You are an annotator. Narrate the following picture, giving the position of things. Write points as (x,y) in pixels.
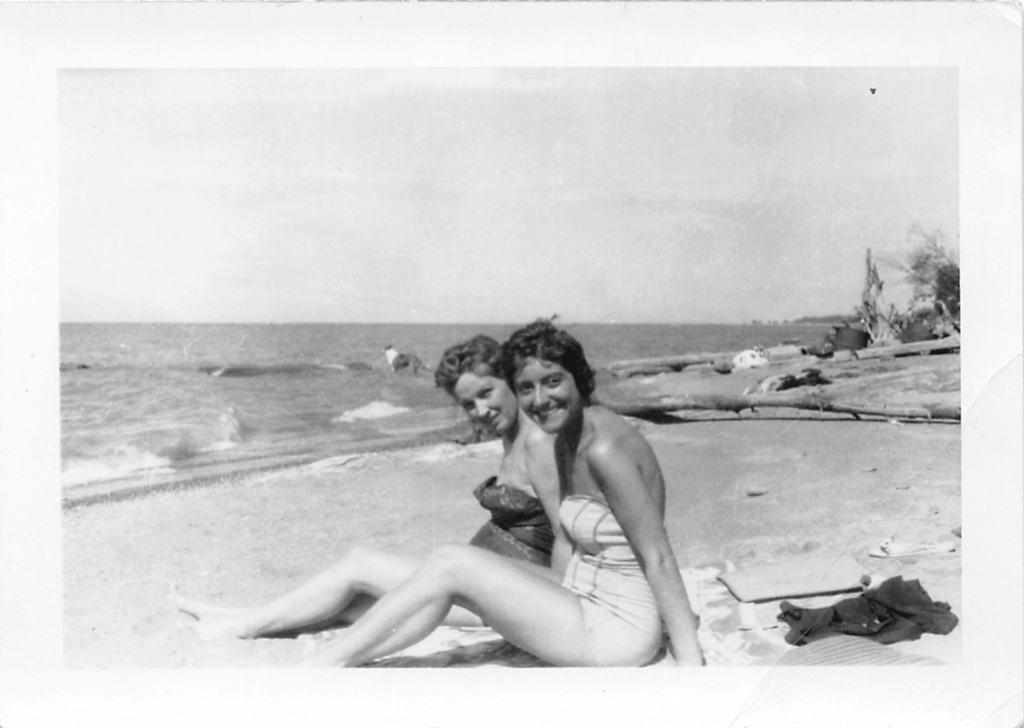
In this image we can see two lady persons (544,506) wearing swimsuits (576,512) sitting at the seashore (444,497) and at the background of the image (97,346) there are some trees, water (420,379) and clear sky (494,214).
